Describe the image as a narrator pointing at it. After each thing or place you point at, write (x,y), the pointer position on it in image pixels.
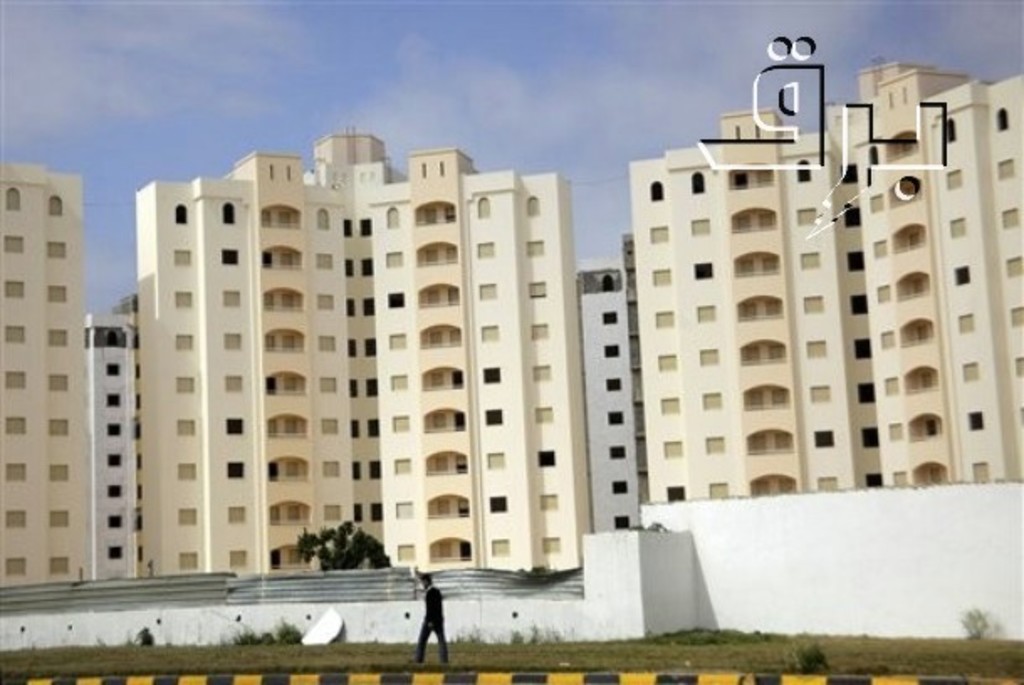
At the bottom of this image (498,657), there is a person (439,650) walking on a ground (462,655), on which there is grass (268,650). Beside this person (443,635), there is a white wall (735,548). In the background (104,520), there are buildings (350,499), trees (319,540) and there are clouds (508,95) in the sky (423,91).
